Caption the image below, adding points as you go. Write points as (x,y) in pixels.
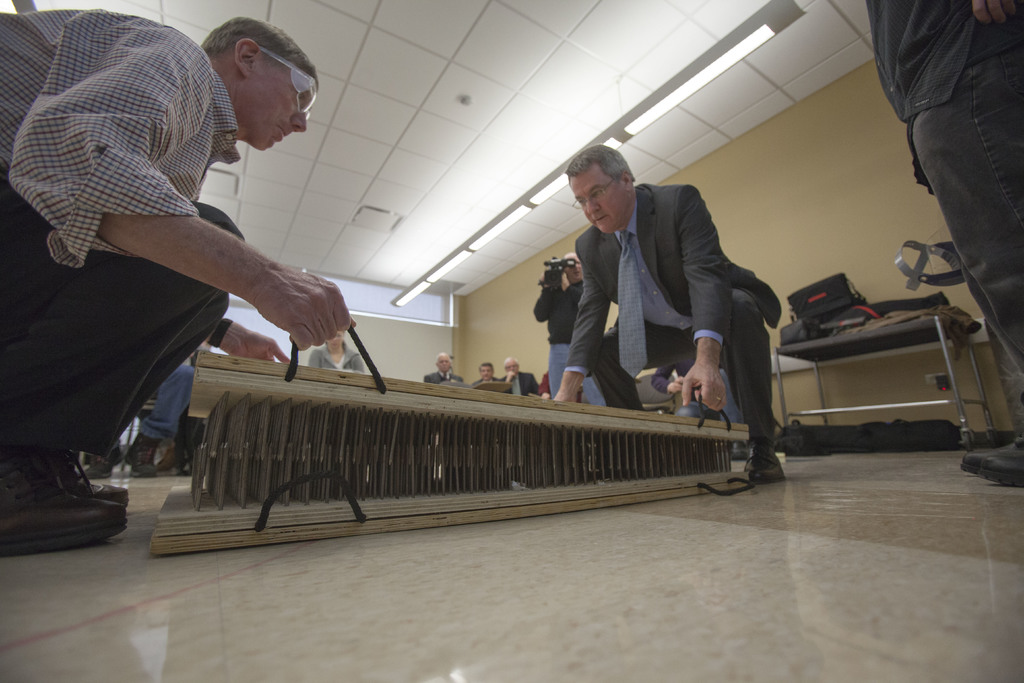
In this image, we can see two persons (645,275) wearing clothes (187,140) and holding an object (334,471) with their hands (689,396). There are person legs (989,253) on the right side of the image (969,195). There are some persons (543,385) in front of the wall (506,290). There are some lights (741,44) on the ceiling (442,236) which is at the top of the image (530,142).
